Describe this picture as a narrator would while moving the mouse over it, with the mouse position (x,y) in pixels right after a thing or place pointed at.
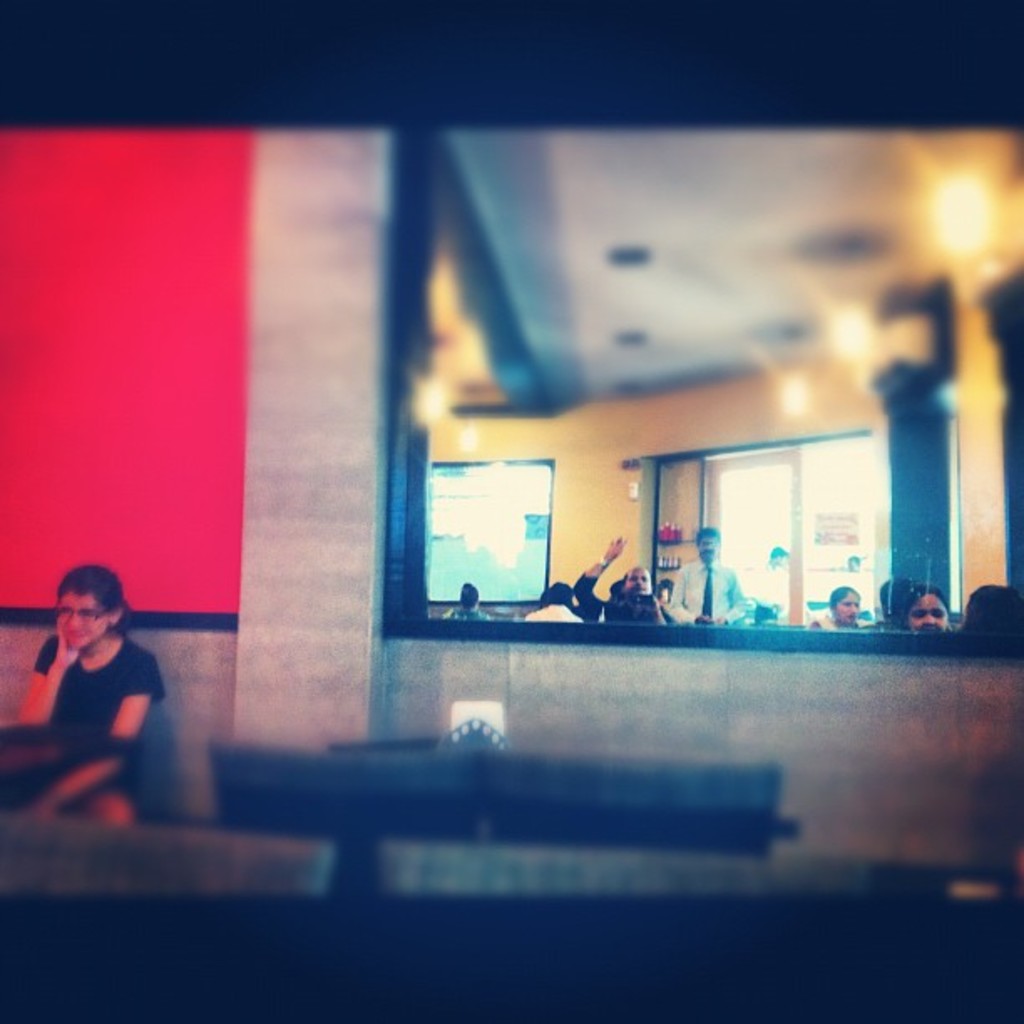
On the left side (85,612), there is a person (109,611) in a t-shirt (127,648), sitting and smiling. On the right side (828,625), there is a wall (1018,688) having glass window (801,580). Through this window (942,569), we can see there are persons (845,601) sitting and there is a person (683,583) standing. In the background (675,465), there are lights (862,336) arranged and there are glass windows (775,513).
